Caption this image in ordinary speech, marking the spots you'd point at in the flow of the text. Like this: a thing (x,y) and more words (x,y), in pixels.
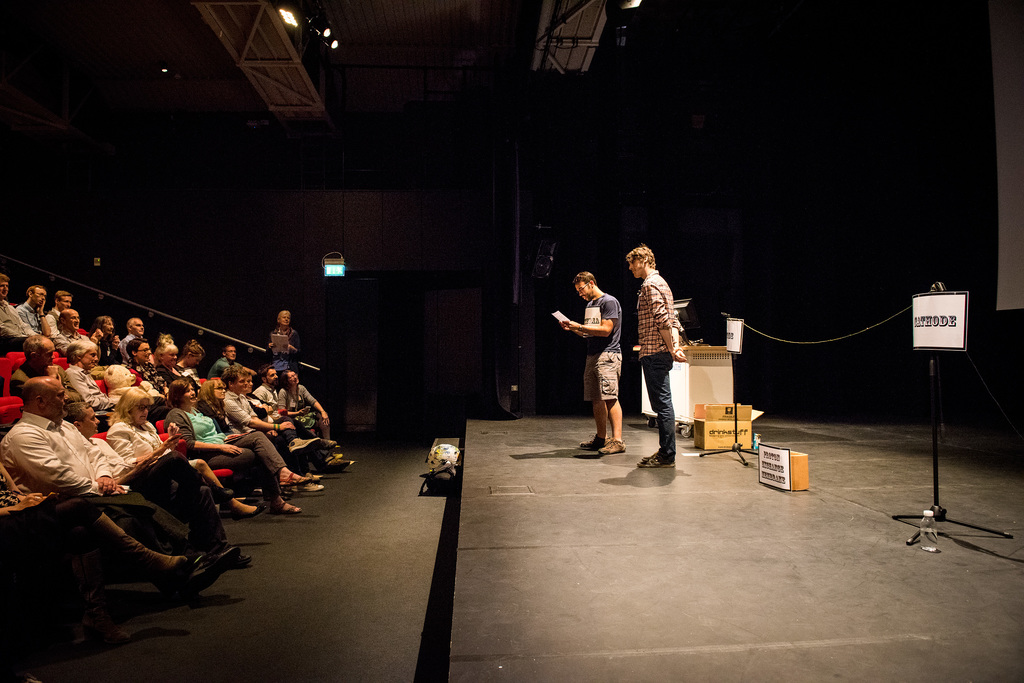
In this image we can see few people (102,409) sitting on the chairs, two people (641,269) standing on the stage (512,523), beside we can see written text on the boards (962,330), we can see a table (714,381) and a few objects (703,341) on it, at the top (571,46) we can see the lights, metal frames (231,15).
